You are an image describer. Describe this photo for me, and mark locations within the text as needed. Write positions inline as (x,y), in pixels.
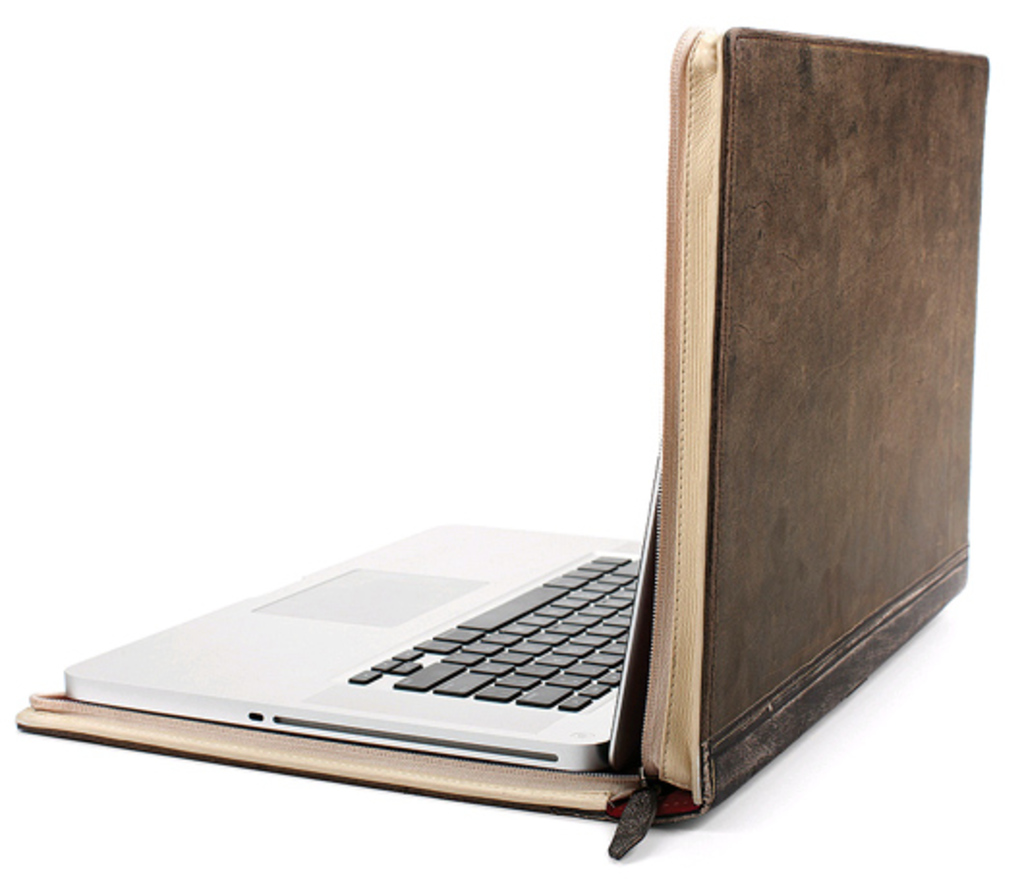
In this picture we can see a laptop (339,654), laptop bag (740,341) on a white surface (303,785).
